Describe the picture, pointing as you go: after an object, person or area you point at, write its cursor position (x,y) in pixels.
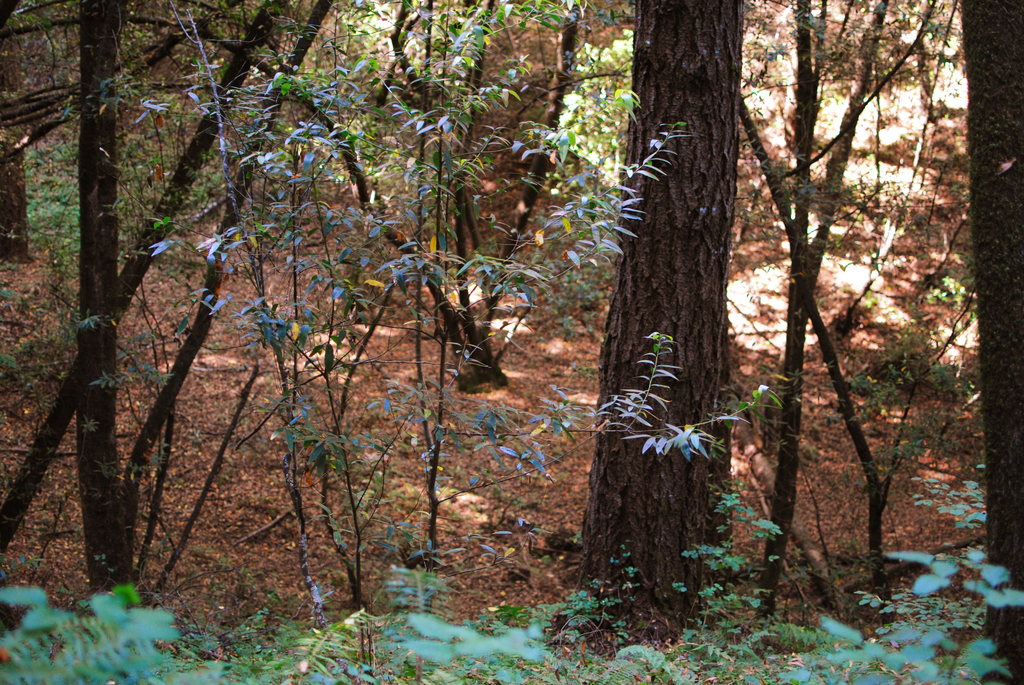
In this image there are trees (127,478) and plants (281,635).
